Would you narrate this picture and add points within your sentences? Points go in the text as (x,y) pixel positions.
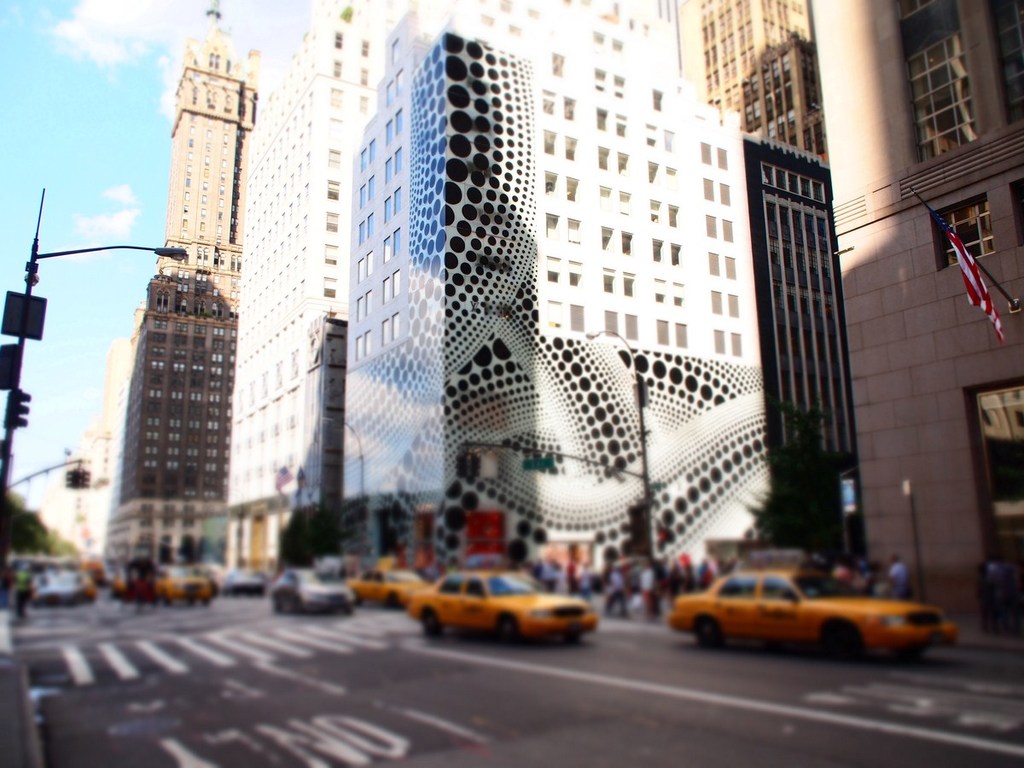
In this image there is a road (294,688) on that road (218,628) there are cars (717,625), in the background (675,174) there are buildings (502,187).
